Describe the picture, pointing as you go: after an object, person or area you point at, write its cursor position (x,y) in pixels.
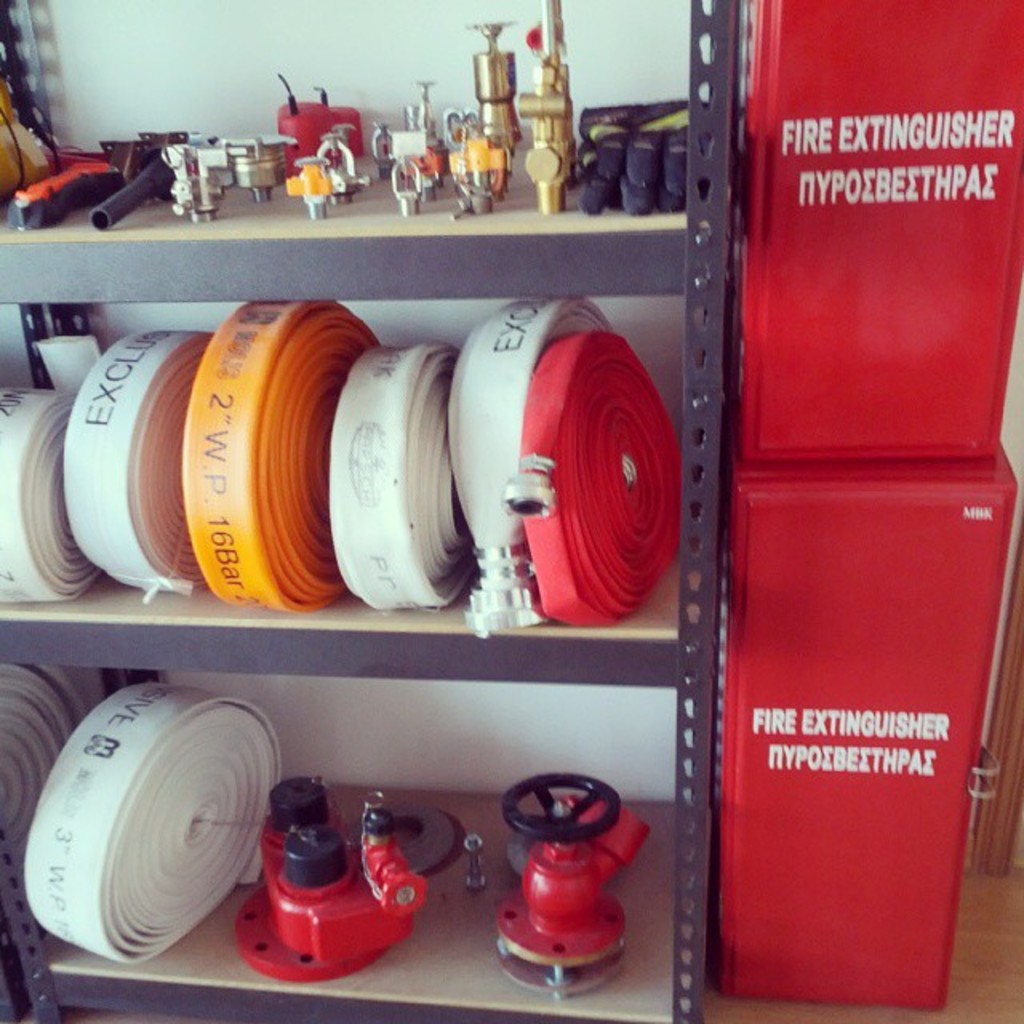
In this picture, we see a rack (254,610) in which wires (303,426) or pipes (449,556) in white, red and yellow are placed. We even see the metal objects (513,125) and two objects (553,808) in red color are placed in the rack (436,655). Beside that, we see two fire extinguisher boxes (852,497) in red color. In the background (356,91), we see a white wall (112,52).
